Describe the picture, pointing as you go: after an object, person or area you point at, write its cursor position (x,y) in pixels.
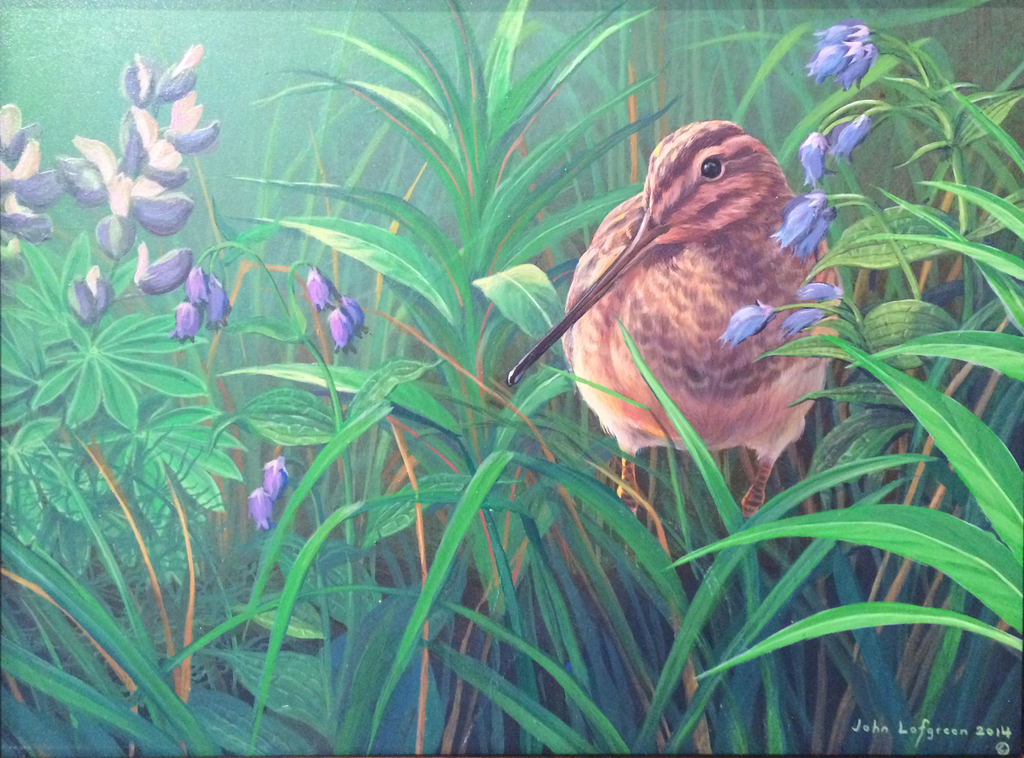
The picture is looking like a painting. In the picture there are plants (554,244), flowers (155,140) and a bird (734,273).
